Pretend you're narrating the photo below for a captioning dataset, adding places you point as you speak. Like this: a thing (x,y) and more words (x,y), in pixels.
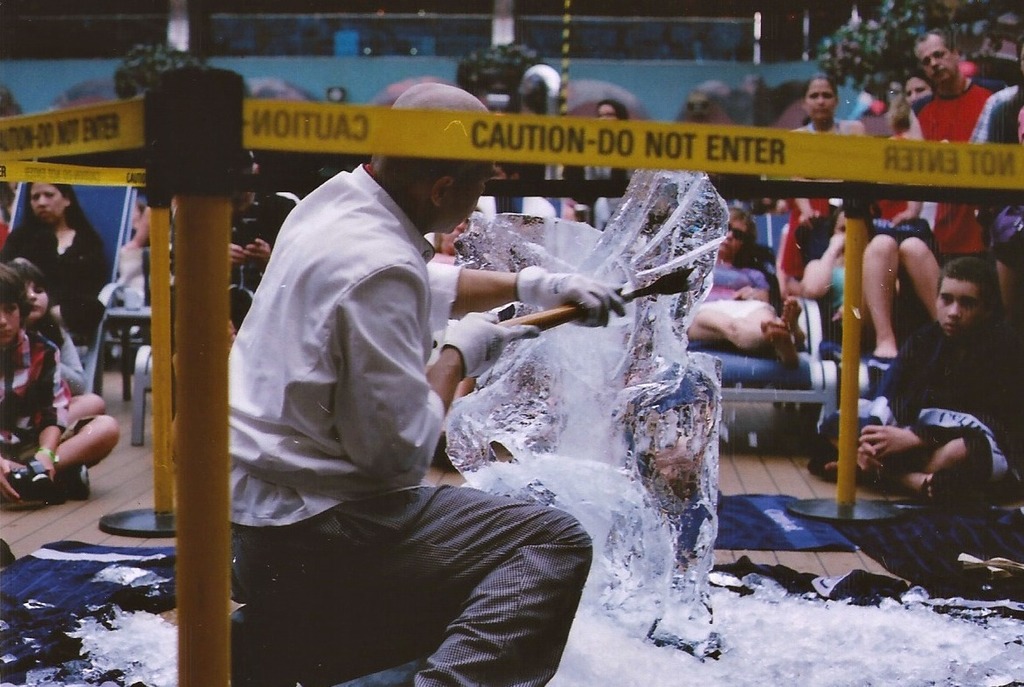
This is the man (426,532) holding a tool (638,291) and carving the ice sculpture (647,269). This looks like a barricade tape (261,115), I can see few people (87,310) sitting and few people (967,107) standing. The background (666,78) looks blurry. This is the ice (705,648).
